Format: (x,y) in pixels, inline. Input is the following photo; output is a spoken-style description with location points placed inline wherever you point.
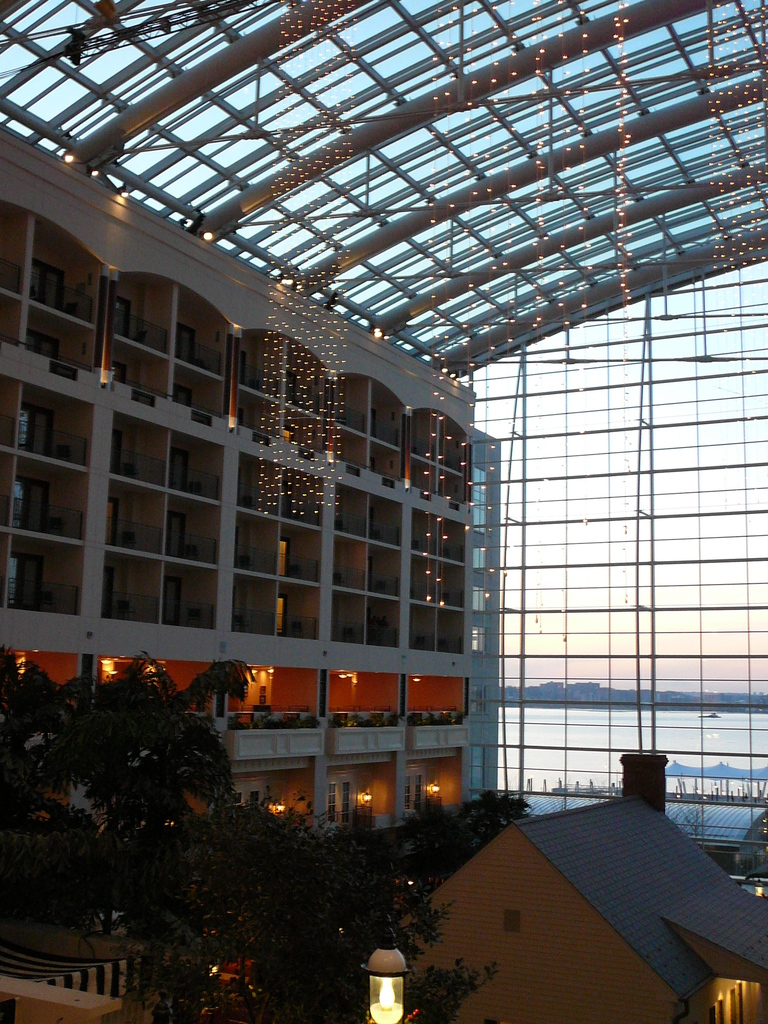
In the picture I can see a house (682,896) in the right corner (672,902) and there are few trees (268,883) behind it and there is a building (98,379) in the left corner (108,368) and there are few lights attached to the roof (416,229) and there is water (719,745) and some other objects (716,766) in the background (695,737).
